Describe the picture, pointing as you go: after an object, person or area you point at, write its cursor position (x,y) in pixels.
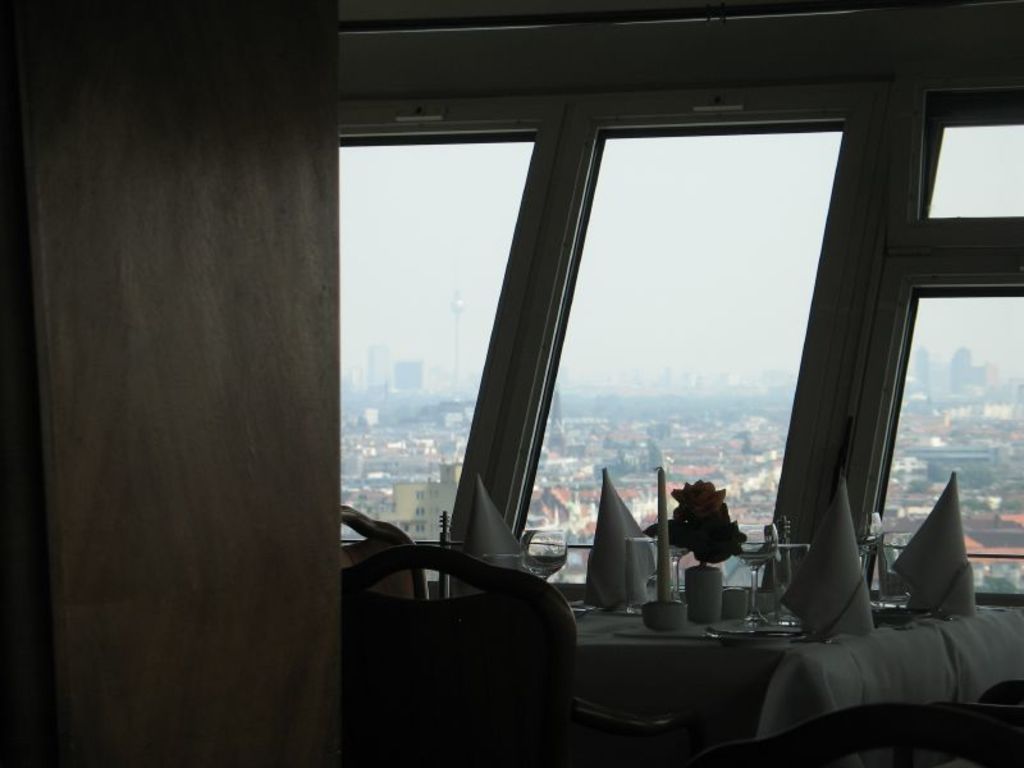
This image is clicked inside the room (180,161). In the front (809,675), we can see a table (756,650) on which there are glasses (629,608) and a candle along with a small potted plant (707,584). The table (728,728) is covered with a white cloth (728,728). On the left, we can see chair (427,682). In the background (663,171), there are windows (652,396) through which we can see the city (892,498).
